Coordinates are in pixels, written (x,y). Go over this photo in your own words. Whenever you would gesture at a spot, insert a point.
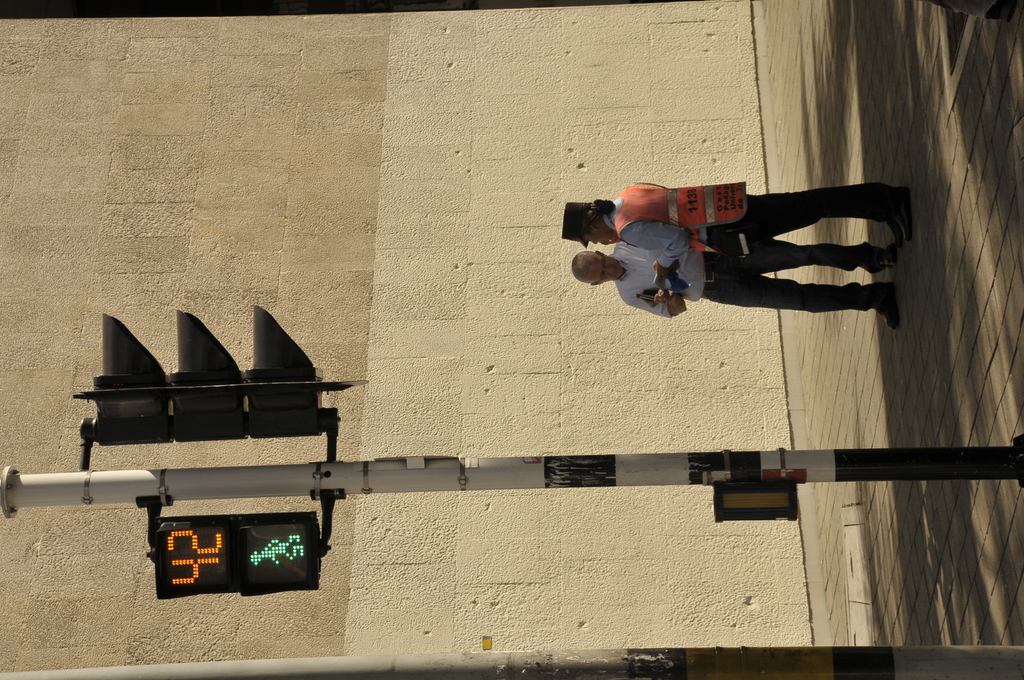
There is a pole (293,485) and traffic signals (230,405). 2 people (606,231) are standing. Behind them there is a wall (305,111).
